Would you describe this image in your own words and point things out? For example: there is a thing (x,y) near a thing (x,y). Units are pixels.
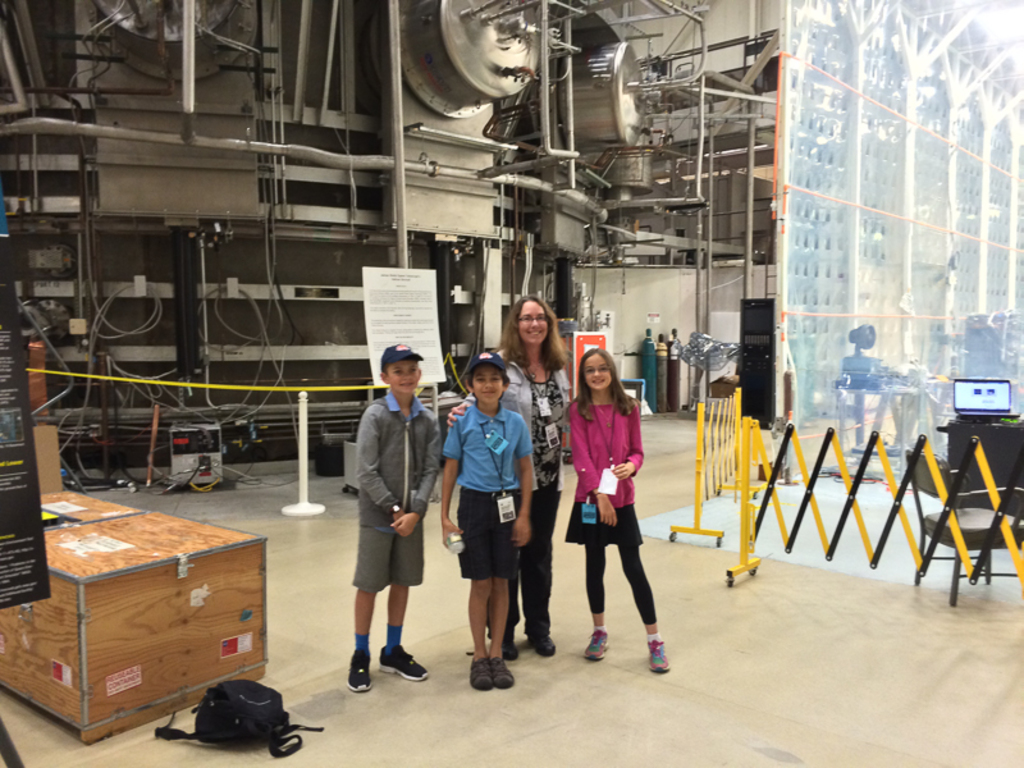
There is a woman (540,392) standing, smiling and placing hand (459,409) on the shoulder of a child (478,635) who is standing near another child (416,397), on the right side of the woman (559,353), there is a girl (606,468), who is standing and smiling on the floor (681,669). On the left side (76,572), there is a wooden box (70,554), near a black color bag (245,700) and black color hoarding (4,573). On the right side (1008,539), there is a chair (1022,512), near a yellow color fencing (758,489), there is laptop (996,391) on the table (969,425). In the background (863,283), there is machinery (459,159), building (905,165) and there are other objects (892,162).
